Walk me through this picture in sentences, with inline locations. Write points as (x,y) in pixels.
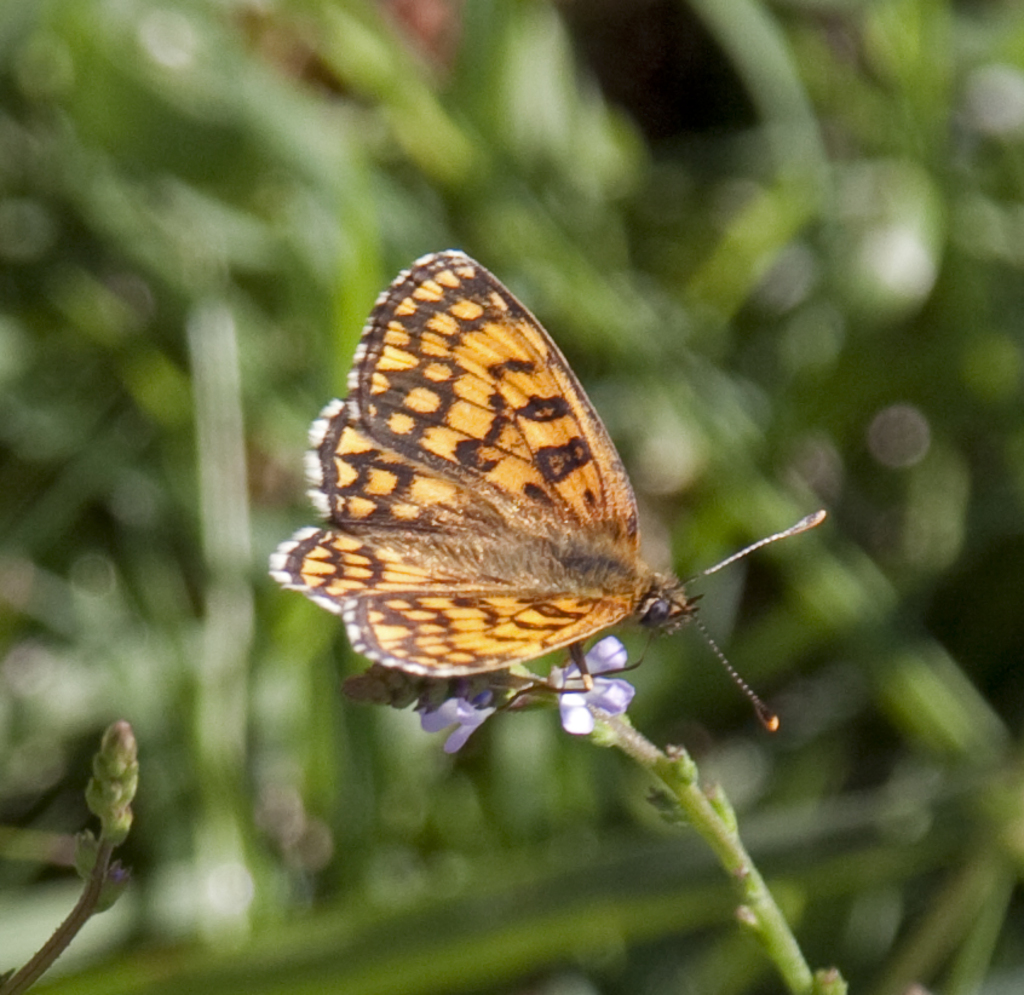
In this picture there is a butterfly (577,430) in the center of the image (431,635), on the small flowers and there is greenery (639,709) in the background area of the image (448,146).
